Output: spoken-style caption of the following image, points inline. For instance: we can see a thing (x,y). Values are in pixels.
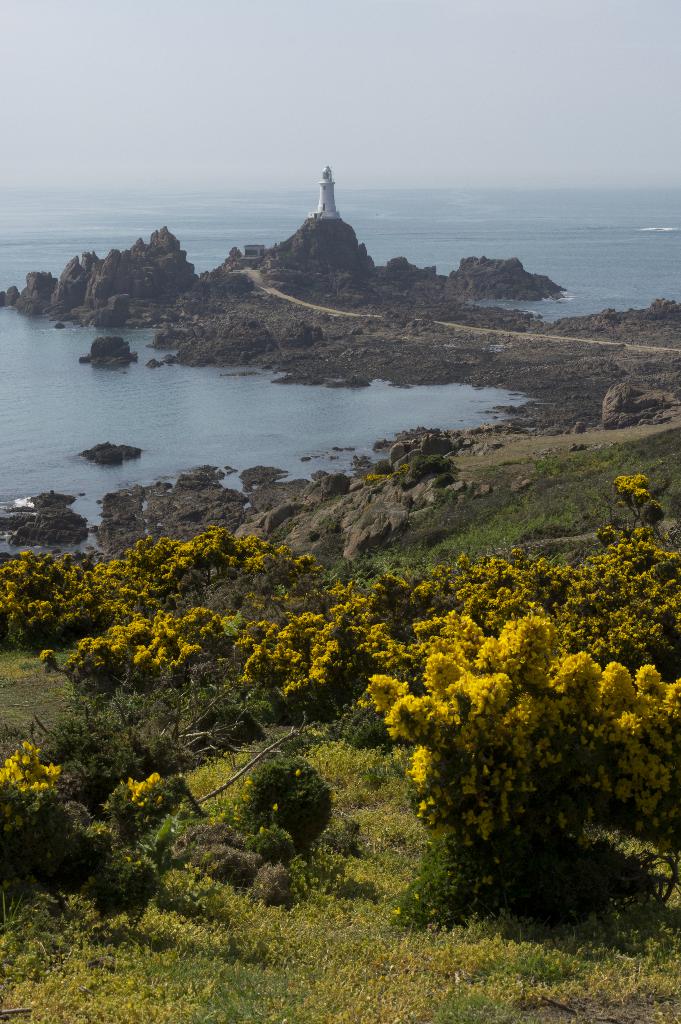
This image consists of plants (449,714). At the bottom (225,893), there is green grass (223,912) on the ground (443,506). In the front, it looks like an ocean (12,367). And we can see a small house (326,209). At the top (512,36), there is sky (428,98).
